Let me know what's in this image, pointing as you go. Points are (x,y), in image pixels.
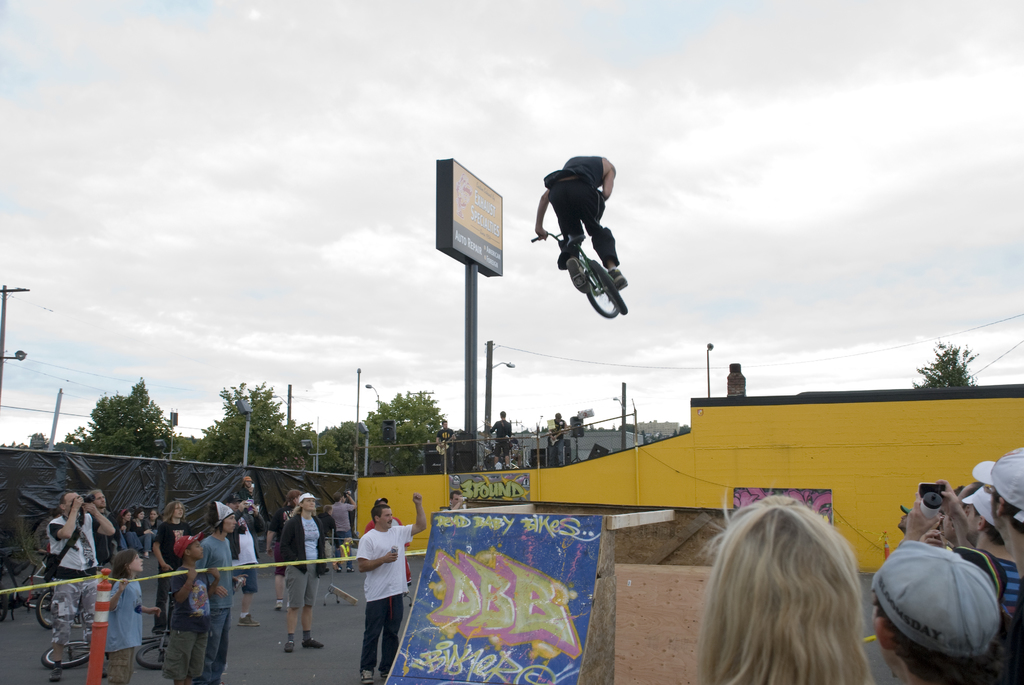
This picture is clicked outside the city. At the bottom of the picture (496,586), we see the graffiti wall (546,574). Beside that, we see barrier pole (110,572). Behind that, we see people (286,505) are standing on the road (260,592). In the middle of the picture (609,249), we see a man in black T-shirt (599,170) is flying with his bicycle (597,274). Beside that, we see a board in yellow and blue color with some text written on it. In the right bottom (923,590), we see people (923,590) standing. In the middle (662,448), we see a wall (709,450) in yellow color. There are street lights (250,419), poles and trees (383,405) in the background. At the top (504,218), we see the sky (724,242).
